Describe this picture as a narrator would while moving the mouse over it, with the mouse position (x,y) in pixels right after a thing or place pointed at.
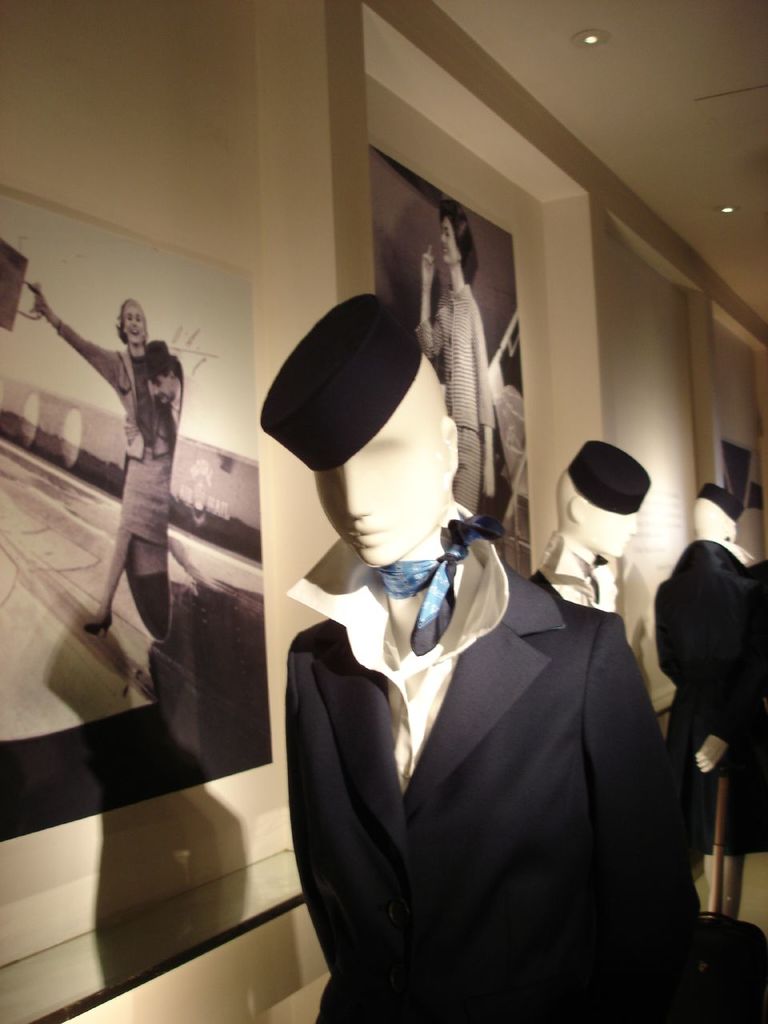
In this picture we can see some mannequins (646,694), we can see blazers (631,785), shirts (438,690), a scarf (441,587) and caps (584,471) here, on the left side (133,190) there is a wall (119,133), we can see photos (250,373) on the wall (525,280), there is ceiling (677,71) at the top of the picture (650,68).
